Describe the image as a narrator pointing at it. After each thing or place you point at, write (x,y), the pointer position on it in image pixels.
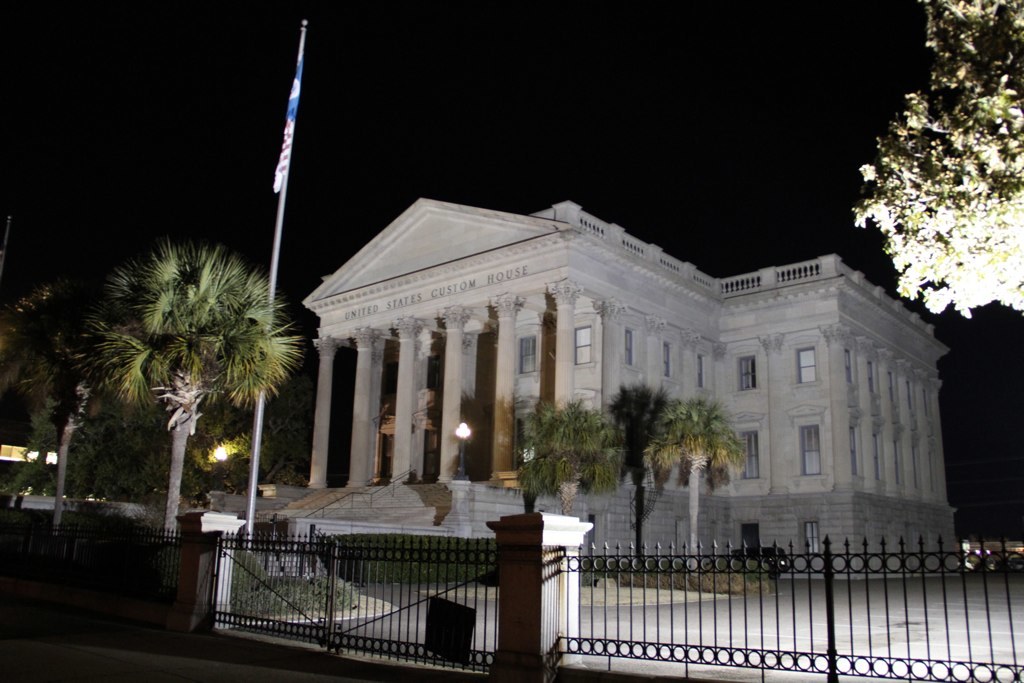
In this image I can see a white color building (610,401). Here I can see trees (293,347), flag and fence (331,611). In the background (619,164) I can see the sky (619,164).
